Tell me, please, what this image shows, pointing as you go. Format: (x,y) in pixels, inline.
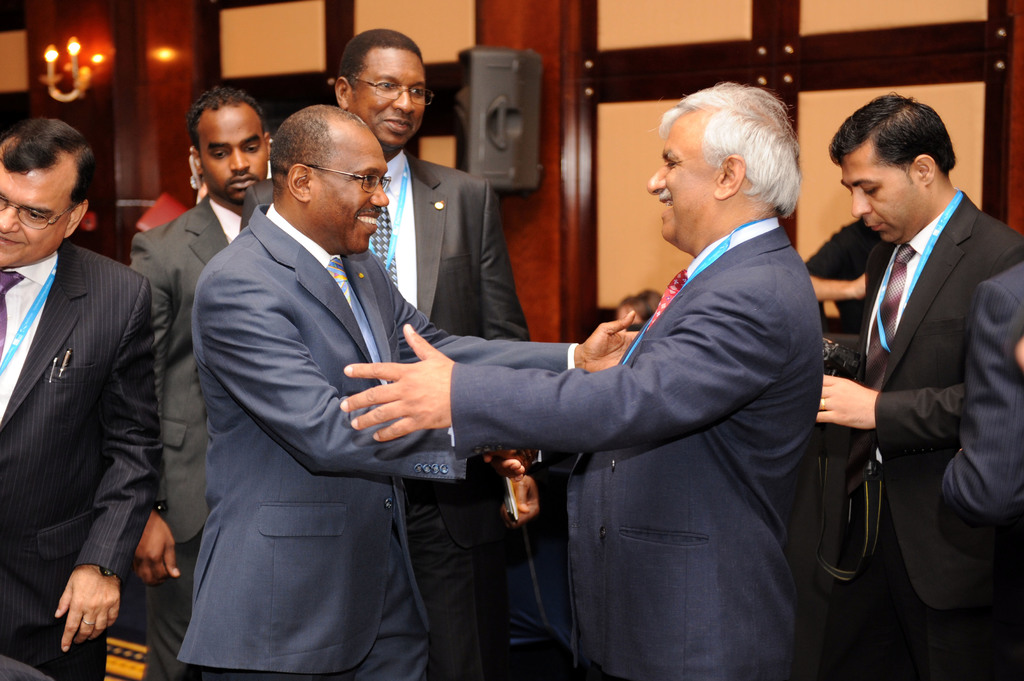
In this image there are two persons (775,544) standing and smiling, and in the background (933,195) there are group of people (933,195) standing, a person (1011,261) holding a camera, speaker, light (83,89), wall (25,42).
